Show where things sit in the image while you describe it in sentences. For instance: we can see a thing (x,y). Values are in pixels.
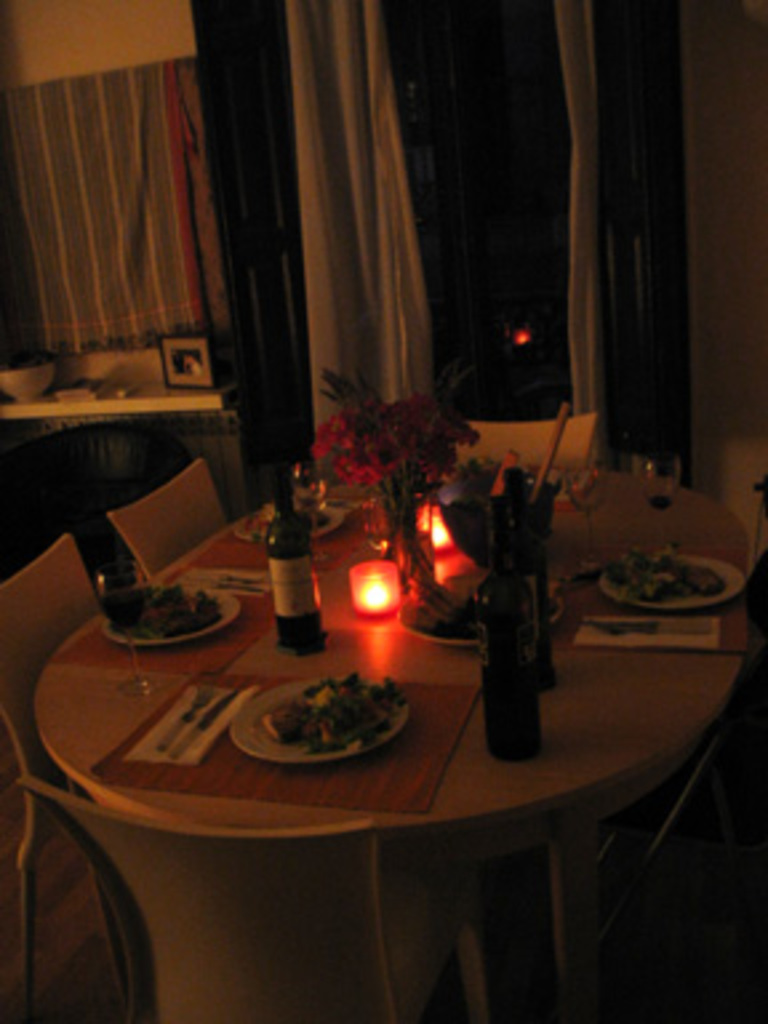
In the center of the image (356,527) there is a dining table (658,523) on which there is a candle (380,570). There is a flower vase (409,556). There are plates (255,699) with food items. There are glasses (305,496). There are wine bottles (515,528). There are chairs (220,933). In the background of the image (177,50) there is wall (113,15). There are curtains (350,53).
